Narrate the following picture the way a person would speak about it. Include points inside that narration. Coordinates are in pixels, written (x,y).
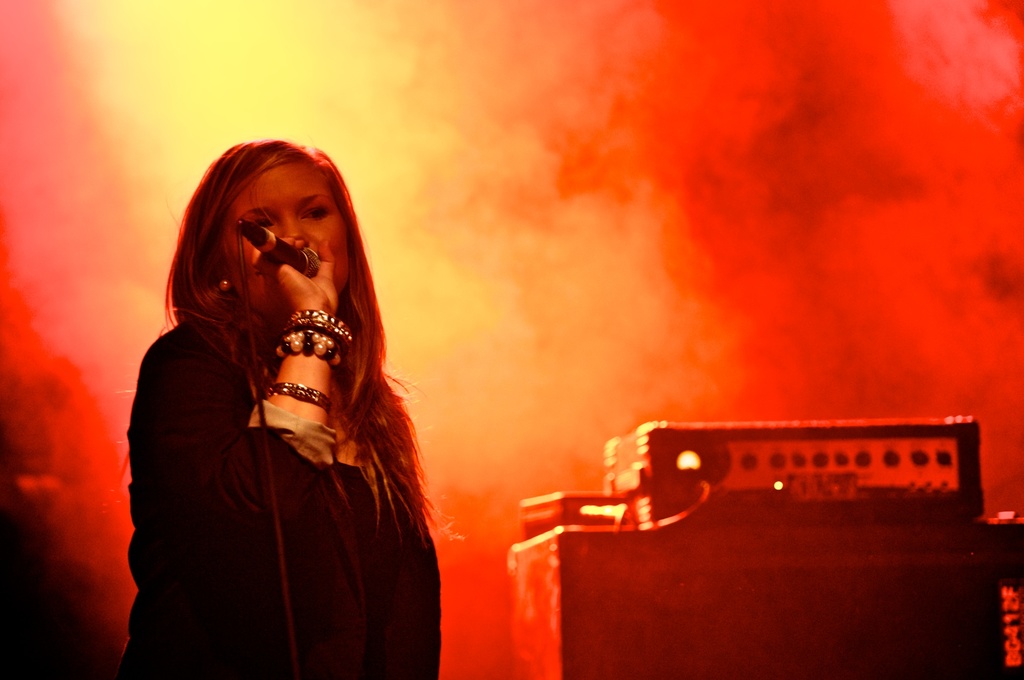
This picture shows a woman (205,482) standing and singing with the help of a microphone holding in her hand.
